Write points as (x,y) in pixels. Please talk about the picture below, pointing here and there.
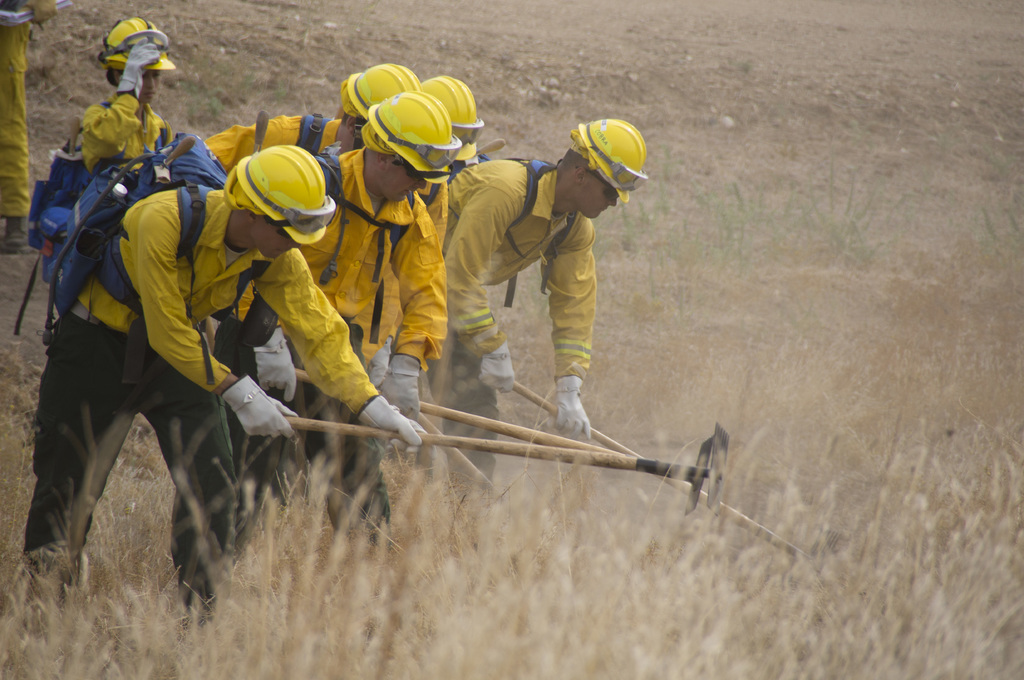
In this picture i can see the group of persons (583,280) who are wearing the same dress (511,187) and holding the stick (667,463). On the left (270,180) there is a man (262,393) who is wearing helmet (263,202), goggles (301,229), shirt (158,261), gloves (273,406), trouser (68,460) and blue bag (93,234). He is standing on the ground (62,565). In the top left corner (112,153) there is a woman (113,150) who is standing near to this group (373,153). In the bottom right (809,576) we can see the grass (918,555).
